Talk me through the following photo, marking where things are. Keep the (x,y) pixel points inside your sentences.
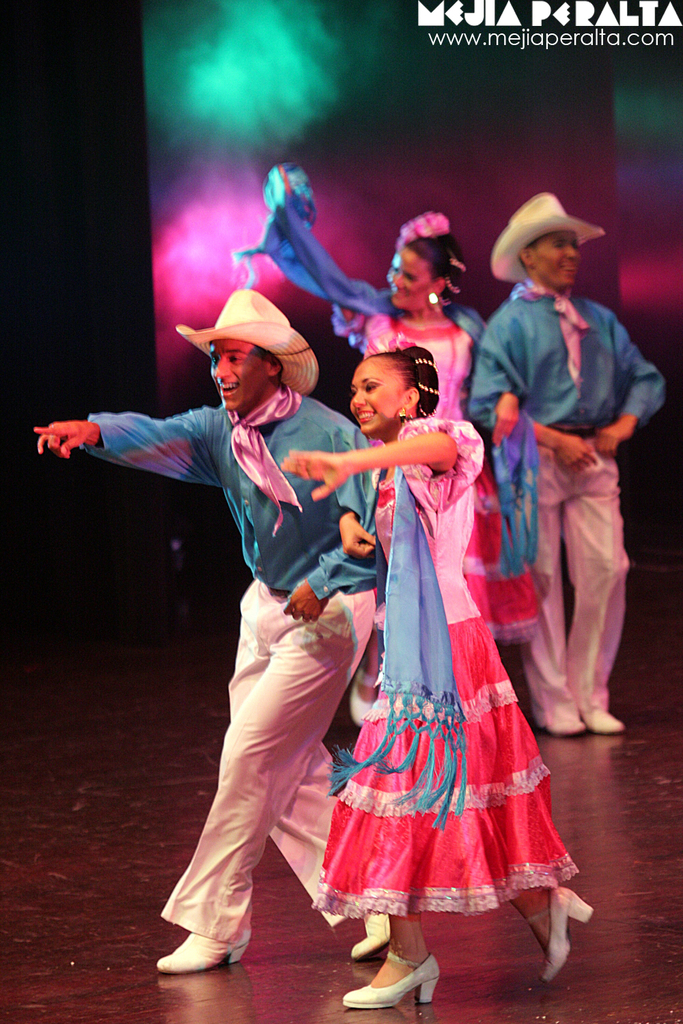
This is a picture taken on the stage (492,939). In the foreground of the picture (292,753) there are couple (344,583) walking, they are smiling. In the background (506,389) there are couple (505,361) walking. In the background of the picture (276,150) there is smoke (267,125) and lights (271,27). At the top (503,35) there is text (477,39).
